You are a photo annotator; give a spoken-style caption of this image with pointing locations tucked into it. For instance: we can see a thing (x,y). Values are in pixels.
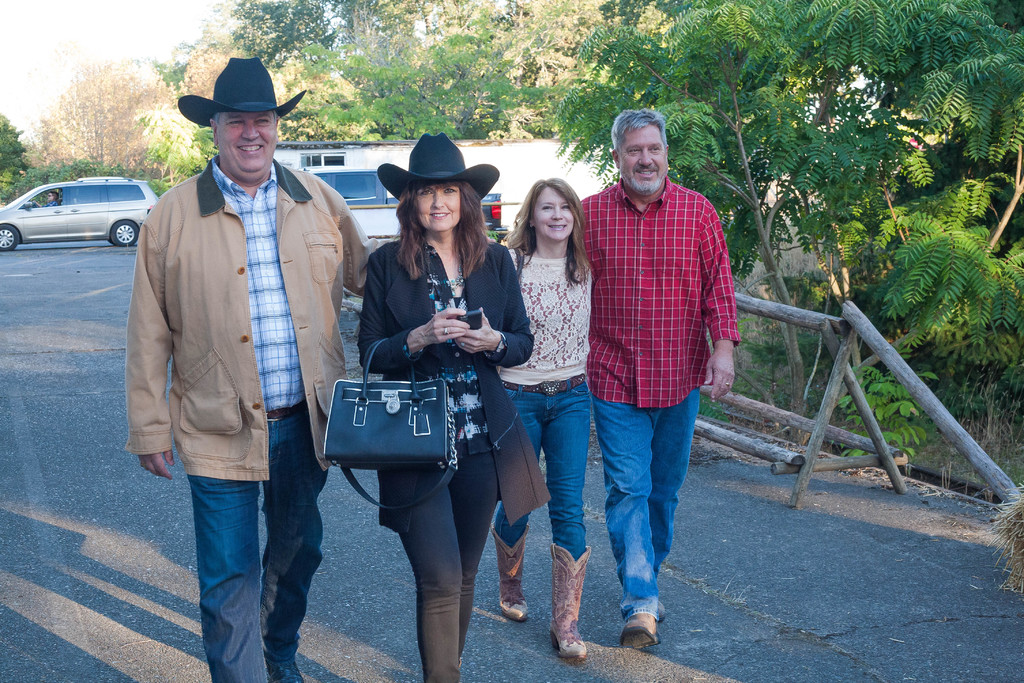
In the image there are four people (455,321) who are walking on the road (744,646), two men (671,267) and two women (467,348) in the background (574,71) there are lot of trees (488,35), sky (128,43), a car (88,223), road (84,278), shadow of the people (321,238) and also a truck (369,180).
